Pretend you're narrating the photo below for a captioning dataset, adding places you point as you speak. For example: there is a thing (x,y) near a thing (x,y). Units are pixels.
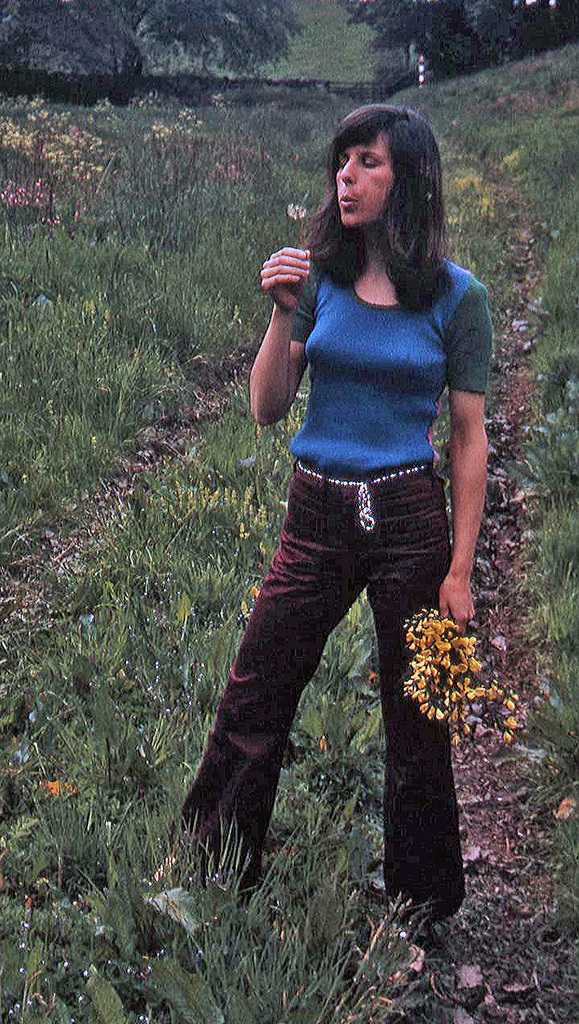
In the front of the image (380,258) we can see a woman (372,534) standing and holding flowers (423,672). Land (376,698) is covered with grass (106,409). In the background of the image (478,28) there are flowers (46,154) and trees (481,36).
